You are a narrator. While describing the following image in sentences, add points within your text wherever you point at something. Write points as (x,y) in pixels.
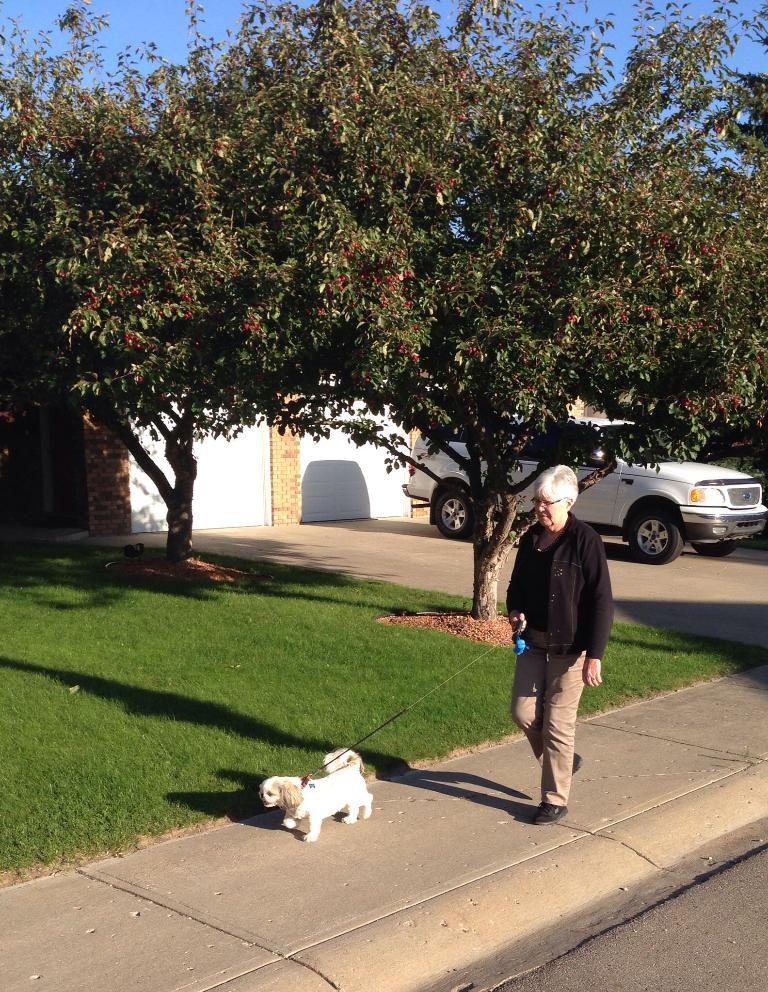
In this image there is a woman (542,720) taking her dog (304,801) for a walk on the pavement (434,811), beside the pavement (478,807) there are two trees (198,418) and there is grass (125,598) on the surface (220,636), behind the trees (236,421) there is a car (593,504) parked in front of a closed shutter (311,450).
